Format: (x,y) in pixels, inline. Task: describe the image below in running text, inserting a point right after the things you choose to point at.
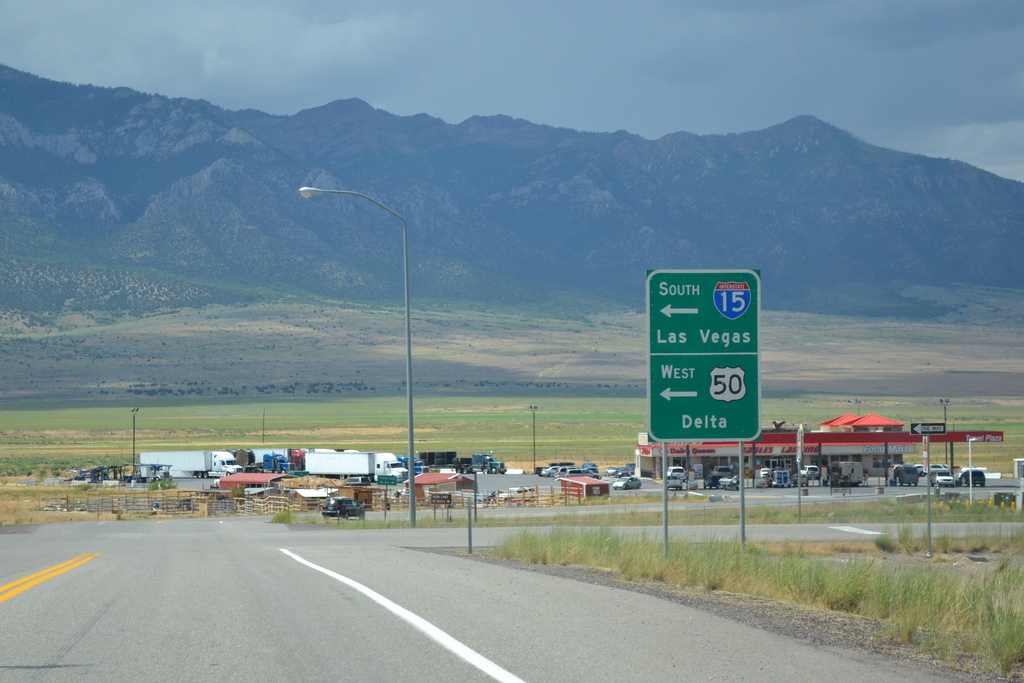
In this image on the right side (904,596) there is grass (640,573) on the ground (738,593) and there is a board (725,429) with some text (695,422) written on it. In the background (860,455) there are cars (717,477), poles (412,457) and there is a building (837,458) and there are mountains (768,205) and the sky (381,67) is cloudy.
